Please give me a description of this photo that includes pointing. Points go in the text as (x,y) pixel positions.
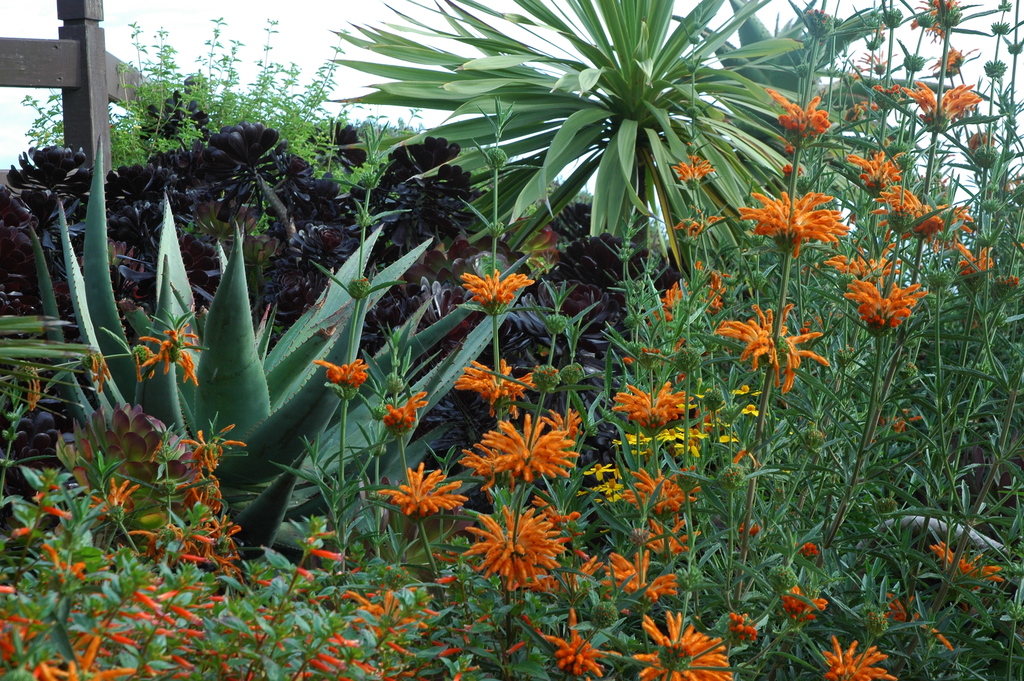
In this picture I can see plants (898,566), flowers (142,613), there is a kind of fence (61,72), and in the background (195,17) there is the sky (1003,47).
